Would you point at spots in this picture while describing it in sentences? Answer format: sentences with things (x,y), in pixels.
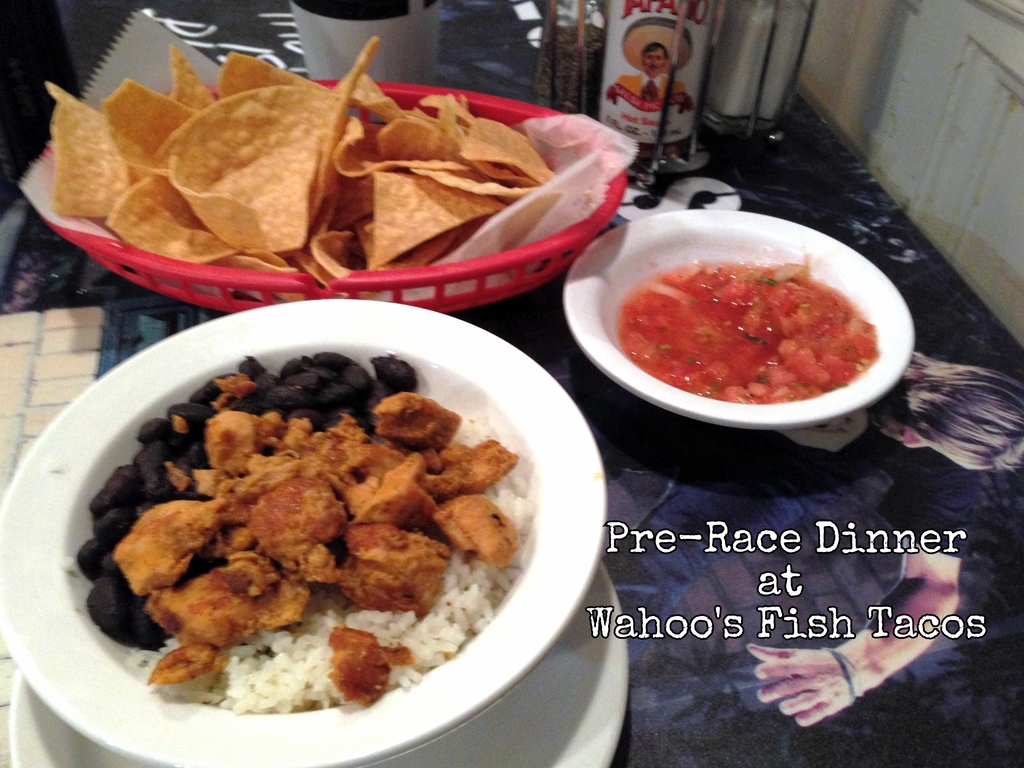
In this image we can see the bowls (633,256) of food items (351,549) and a basket (392,92) of tortilla chips (353,93). We can also see the bottle (642,52), glass (422,40), plate (594,737) and some other objects (574,196). We can also see the poster (901,456) of a person (906,505). Text (773,624) is also visible in this image.
